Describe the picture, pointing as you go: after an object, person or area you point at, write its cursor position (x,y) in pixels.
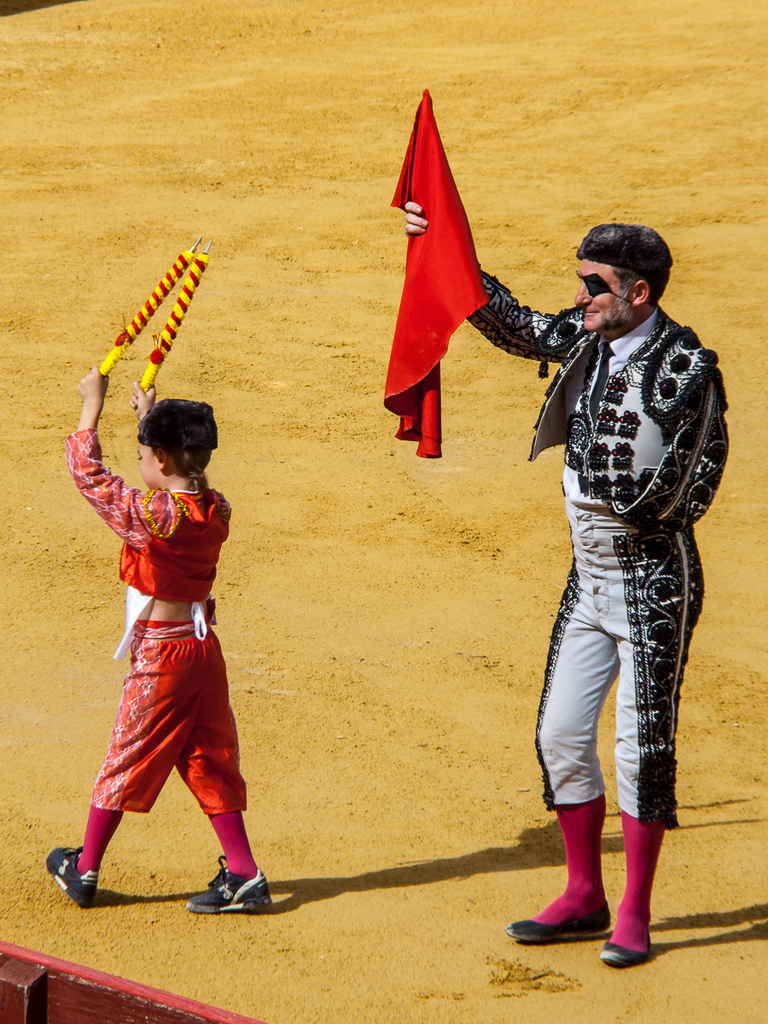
In the foreground of the picture (606,458) there is a man (646,402) and a kid (176,528). The man (586,490) is holding a red cloth (410,419). The kid (178,551) is holding two sticks (115,351). The picture consists of soil (298,288). The sun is shining and it is a sunny day.
